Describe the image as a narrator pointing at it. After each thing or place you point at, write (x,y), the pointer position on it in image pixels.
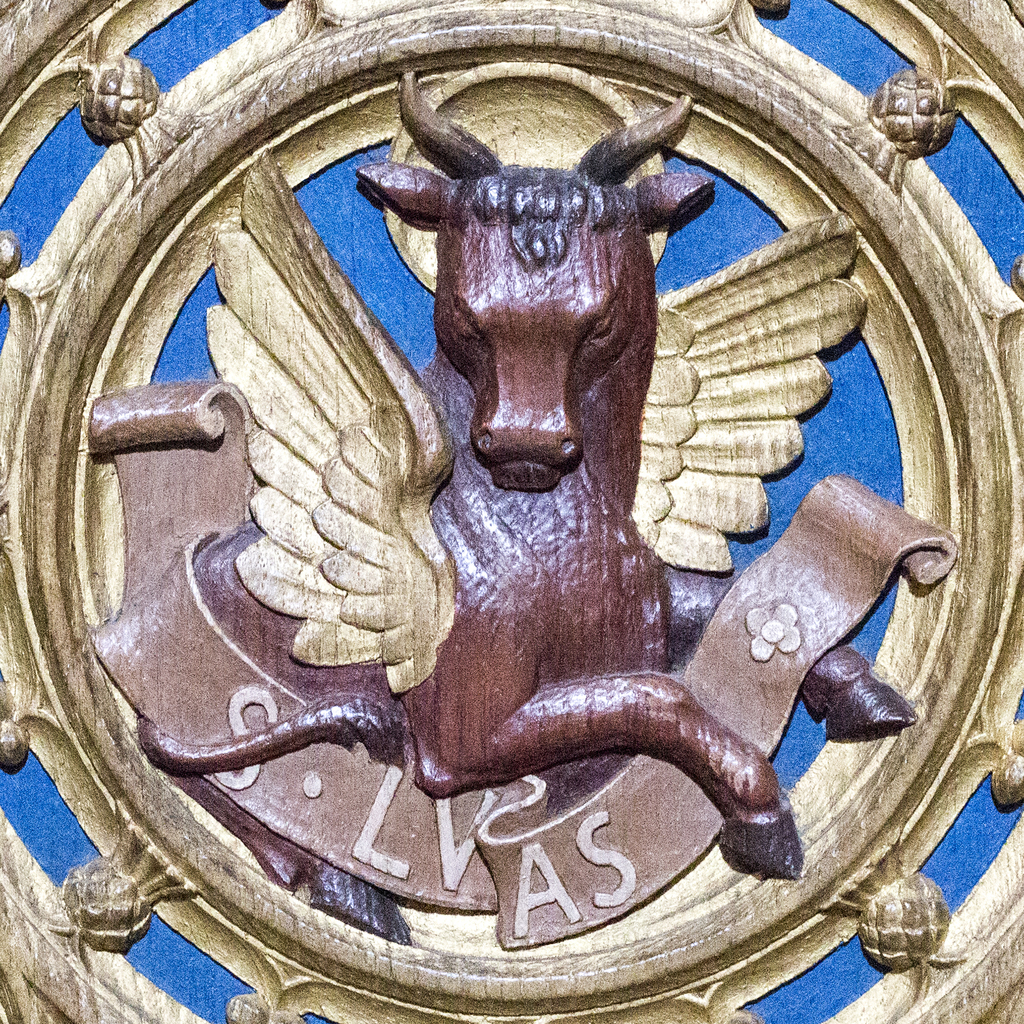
In this image I can see the logo (595,652). In the logo (599,643) I can see an animal (610,639) in brown color and the wings (297,451) are in gold color and I can see the blue color background (356,250).
